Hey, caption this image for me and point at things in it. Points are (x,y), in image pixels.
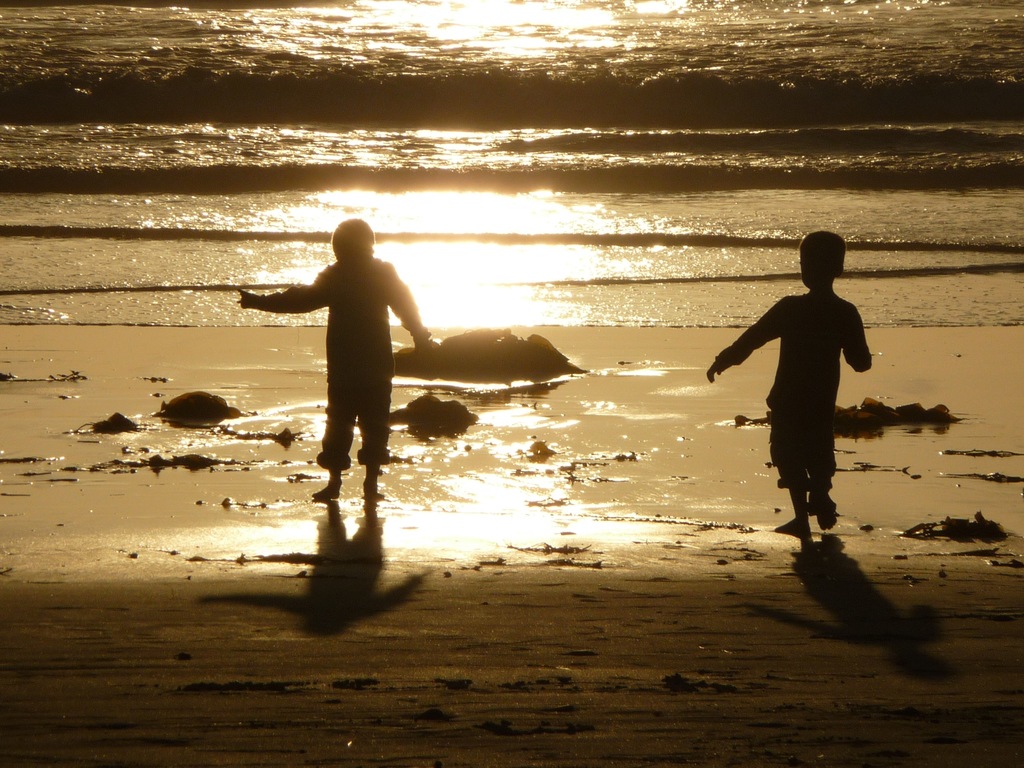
In the picture I can see two children (394,284) are walking on the sand (665,421). In the background (103,173), we can see the water (478,28) and the sunlight (484,267) fallen here.
